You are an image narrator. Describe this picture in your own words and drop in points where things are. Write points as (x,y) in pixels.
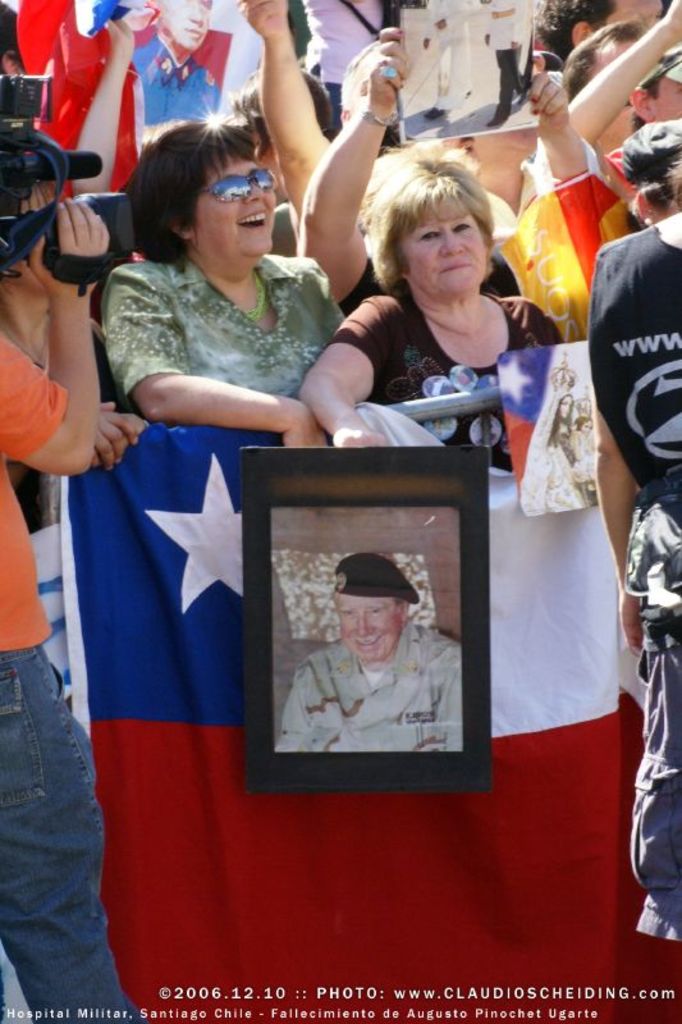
In this image we can see people (495,307). These people (469,318) are holding posters (446,104). In-front of these people (439,261) there are pictures (370,588) and flag (218,483). One person (58,465) is holding a camera (8,131). Bottom of the image (311,1016) there is a watermark (203,1003).
